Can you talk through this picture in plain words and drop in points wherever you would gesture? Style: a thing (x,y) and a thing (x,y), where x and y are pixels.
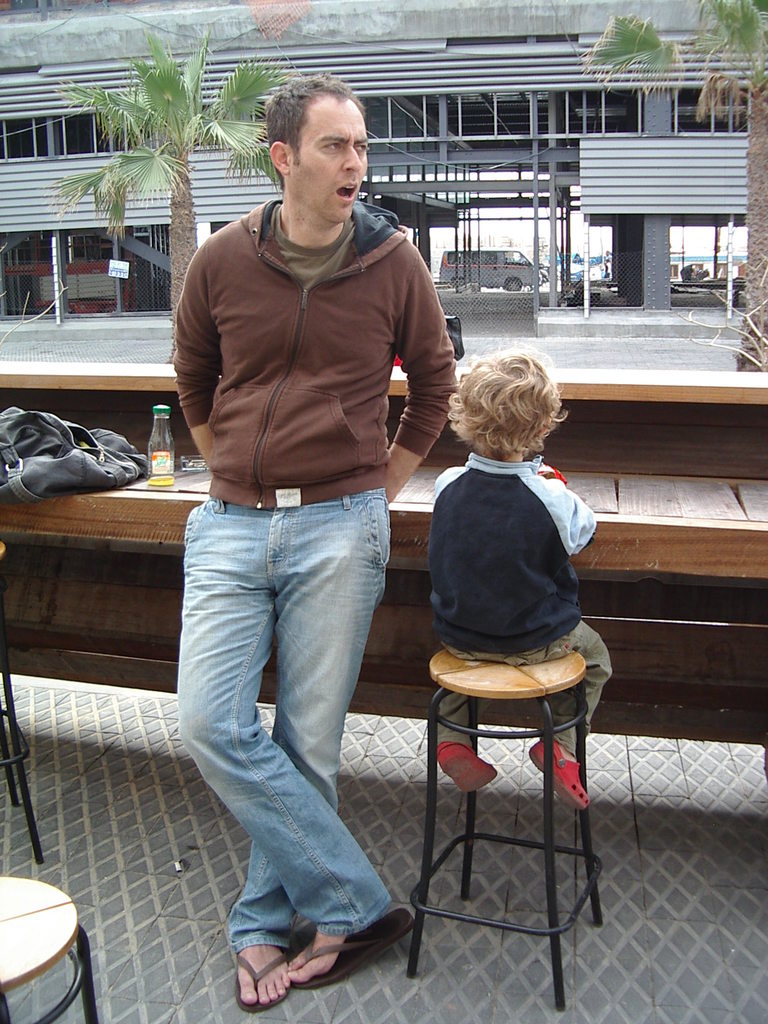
It is an open space (736,855), a kid (461,513) is sitting on the chair (514,665), a man (342,372) is standing beside him in front of them there is a table (72,398), behind it there is a building (289,59), two trees (715,93) and a vehicle (506,271).
